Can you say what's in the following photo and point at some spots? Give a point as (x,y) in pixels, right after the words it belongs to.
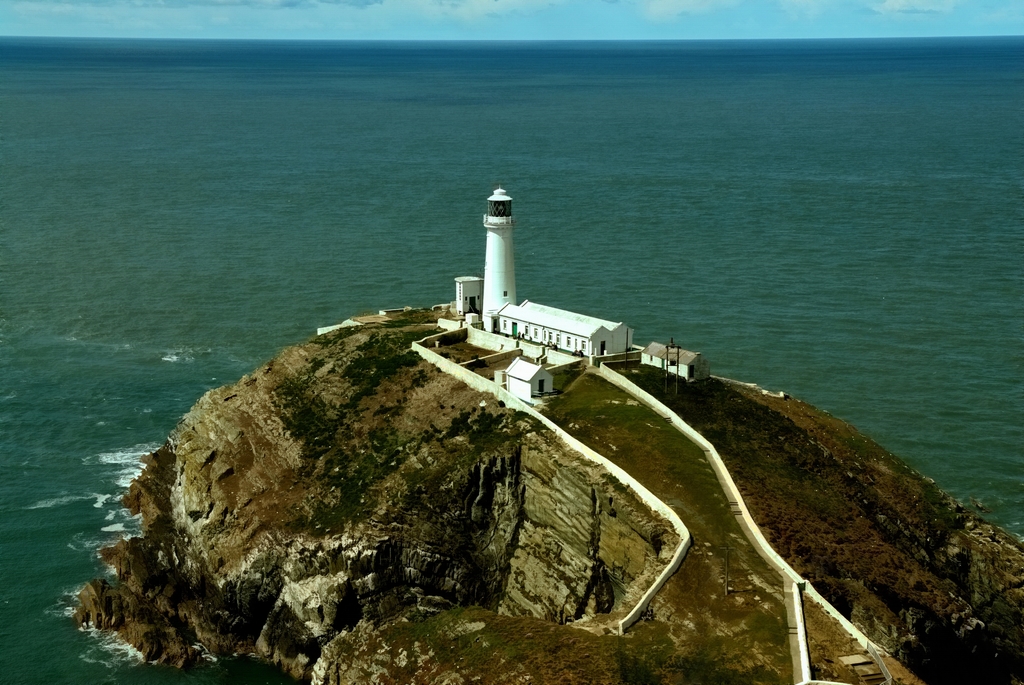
In this image in front (305,498) there is an island (483,553). There is a lighthouse (494,291). There are buildings (589,340). In the background of the image (546,23) there is sky (571,23).
